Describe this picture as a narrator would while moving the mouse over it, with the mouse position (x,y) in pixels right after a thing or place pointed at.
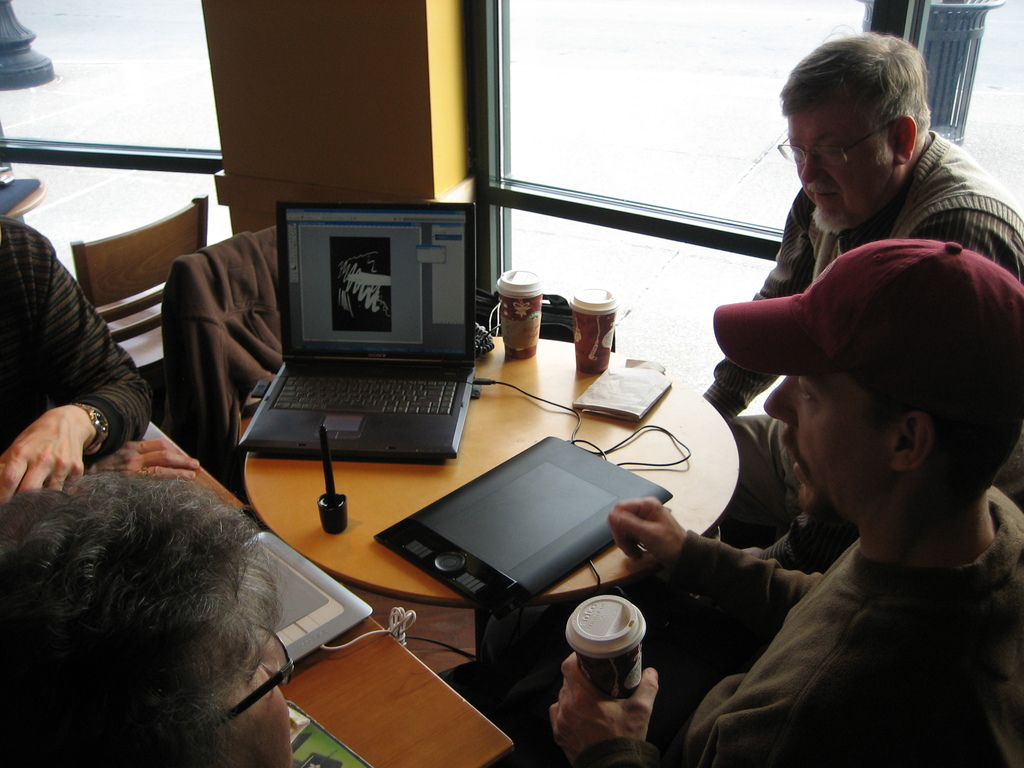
In this image I can see people (688,595) are sitting in front of tables (360,657). On the tables (344,660) I can see laptops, glasses (537,323) and other objects (341,629). Here I can see framed glass wall (675,71) and chairs (162,231).
